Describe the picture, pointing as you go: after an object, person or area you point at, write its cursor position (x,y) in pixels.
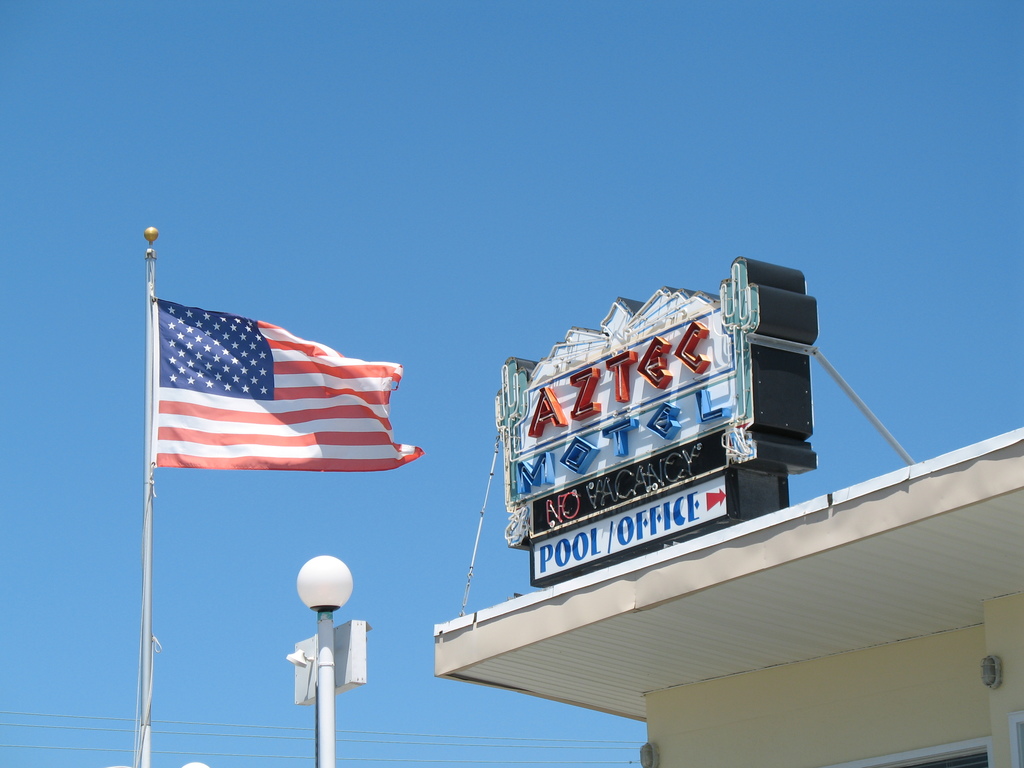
In this image we can see a name board (529,532) to a building (738,662), a street pole (330,735) and the flag (249,468). On the backside (626,268) we can see the sky (474,163).
